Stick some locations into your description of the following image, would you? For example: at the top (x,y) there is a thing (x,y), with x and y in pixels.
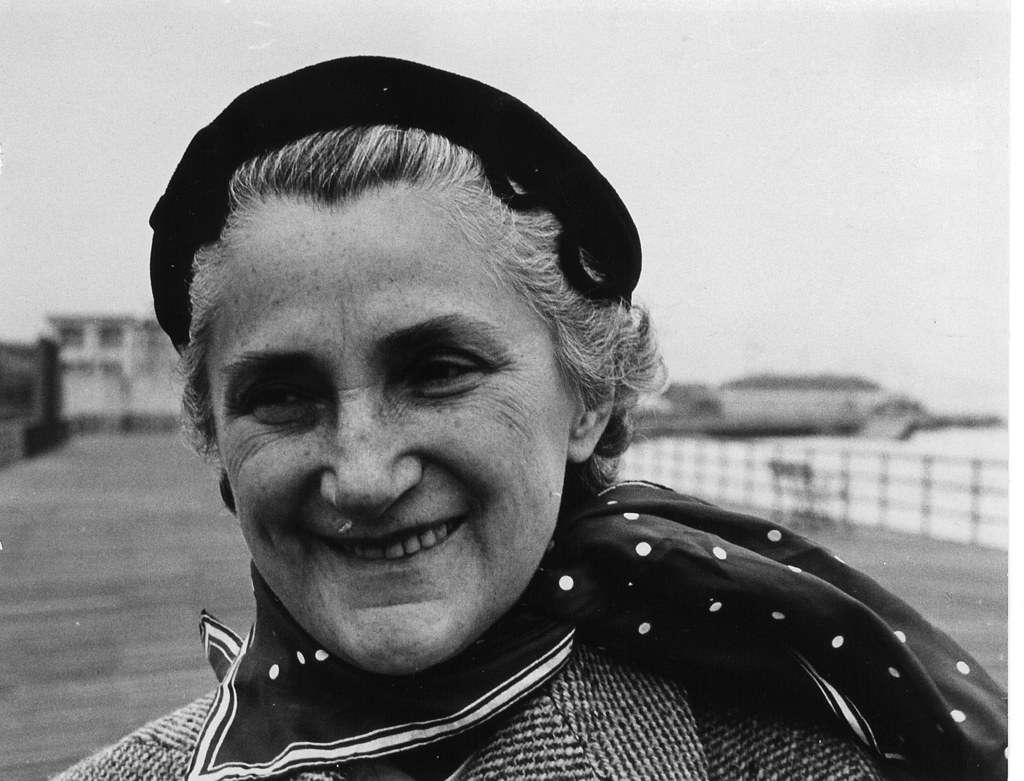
It is a black and white image, in the foreground (234,435) there is a woman (620,488) and the background of the woman (305,559) is blur.
